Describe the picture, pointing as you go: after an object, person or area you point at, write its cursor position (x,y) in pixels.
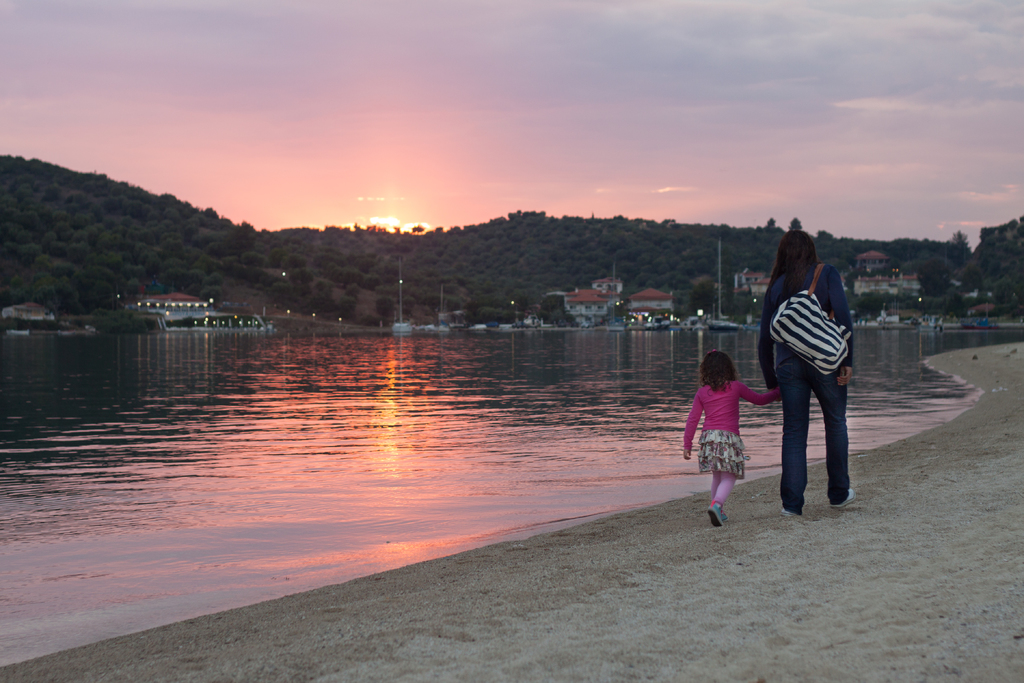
In the image we can see a woman (793,403) and a child (730,435), wearing clothes (730,430) and shoes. This woman (825,290) is carrying a handbag (825,337), this is a sand (895,611), water (540,439), buildings (611,297), pole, trees (711,266) and a sky (708,208).
